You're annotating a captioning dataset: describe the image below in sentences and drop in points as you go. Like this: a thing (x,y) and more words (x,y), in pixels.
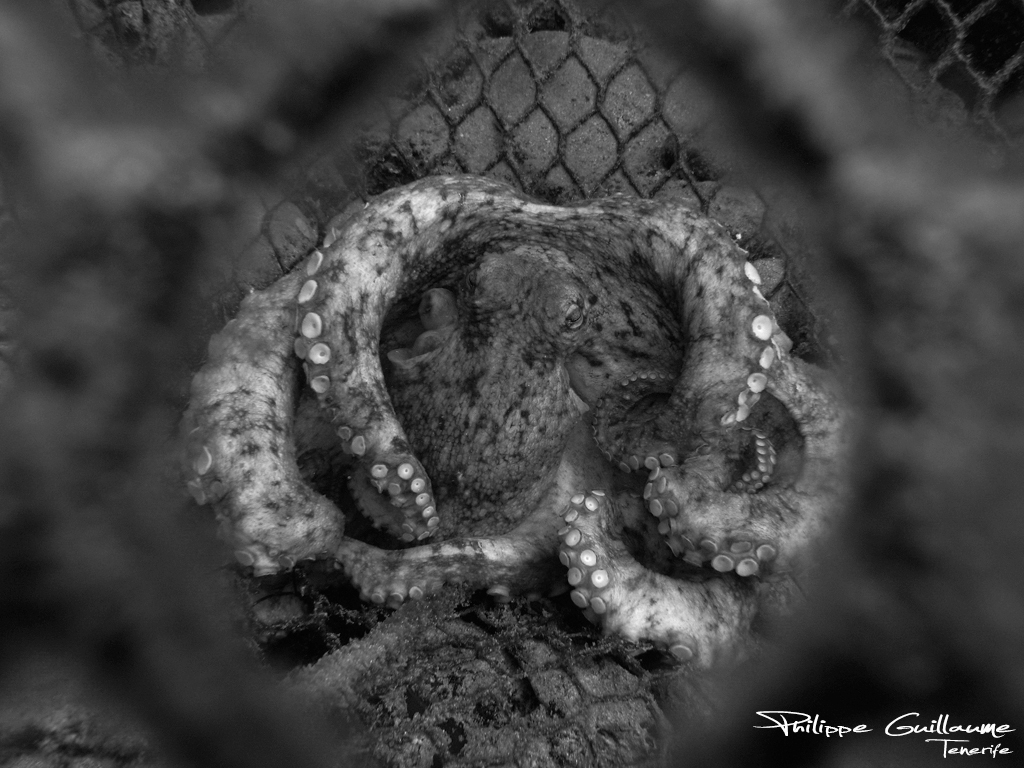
It is a black and white image. In this image we can see the octopus (660,463). We can also see the fence (647,124). In the bottom right corner (900,730) there is text (931,723).
